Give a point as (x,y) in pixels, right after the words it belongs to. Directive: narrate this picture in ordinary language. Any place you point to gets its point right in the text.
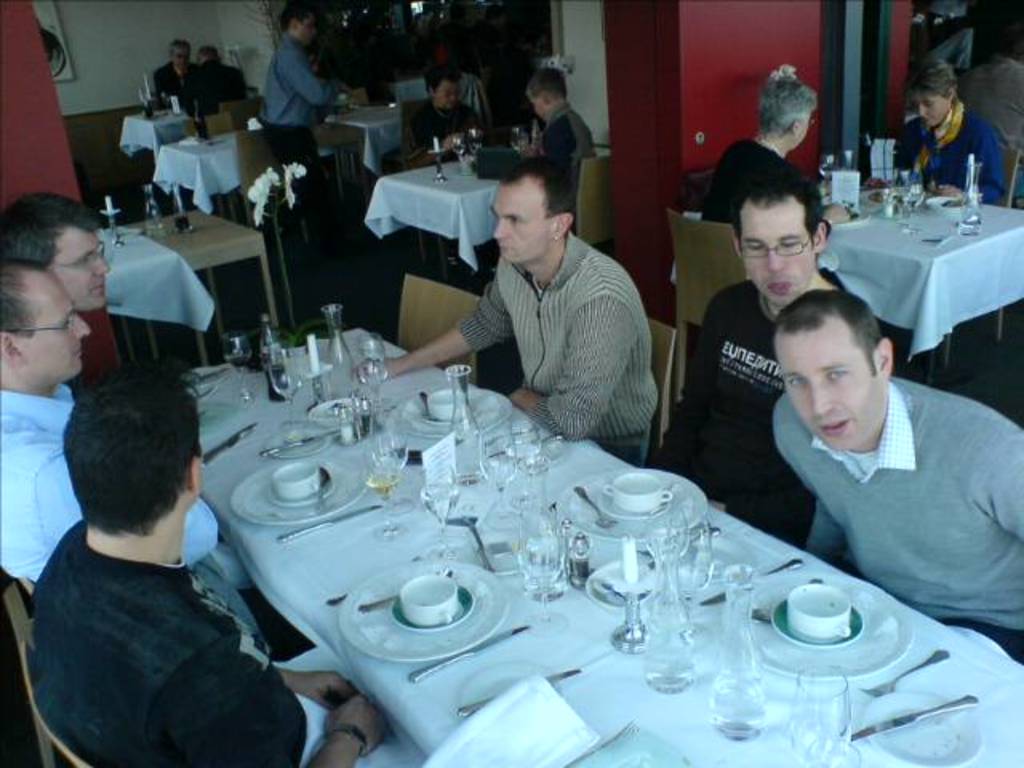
This is a picture taken in a restaurant (696,234), there are a group of people (578,325) sitting on a chair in front of these people (375,714) there is a table (721,750) covered with white cloth (289,614) on top of the table (417,694) there are knife (445,660), plate (448,648), saucer (466,597), cup (425,598), glasses (544,549) and a fork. Background of this people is a wall (719,65).
